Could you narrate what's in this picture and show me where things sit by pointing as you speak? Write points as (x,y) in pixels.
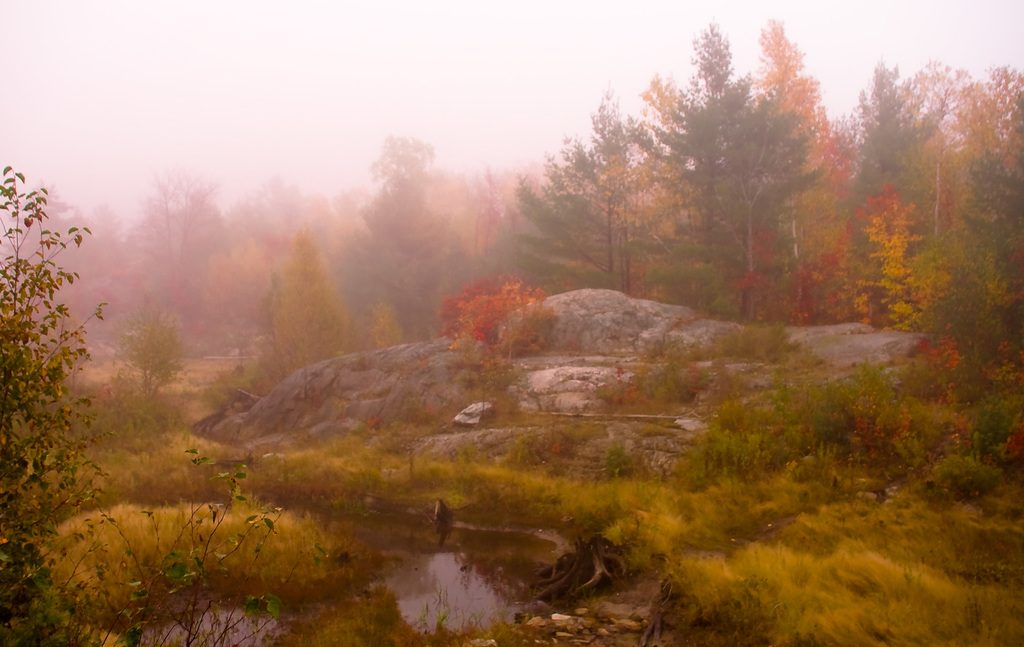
In the picture I can see grass (310,552), plants (132,427), rocks (381,361), water (415,539) and in the background of the picture (424,216) there are some trees (223,272), foggy sky (322,114).
